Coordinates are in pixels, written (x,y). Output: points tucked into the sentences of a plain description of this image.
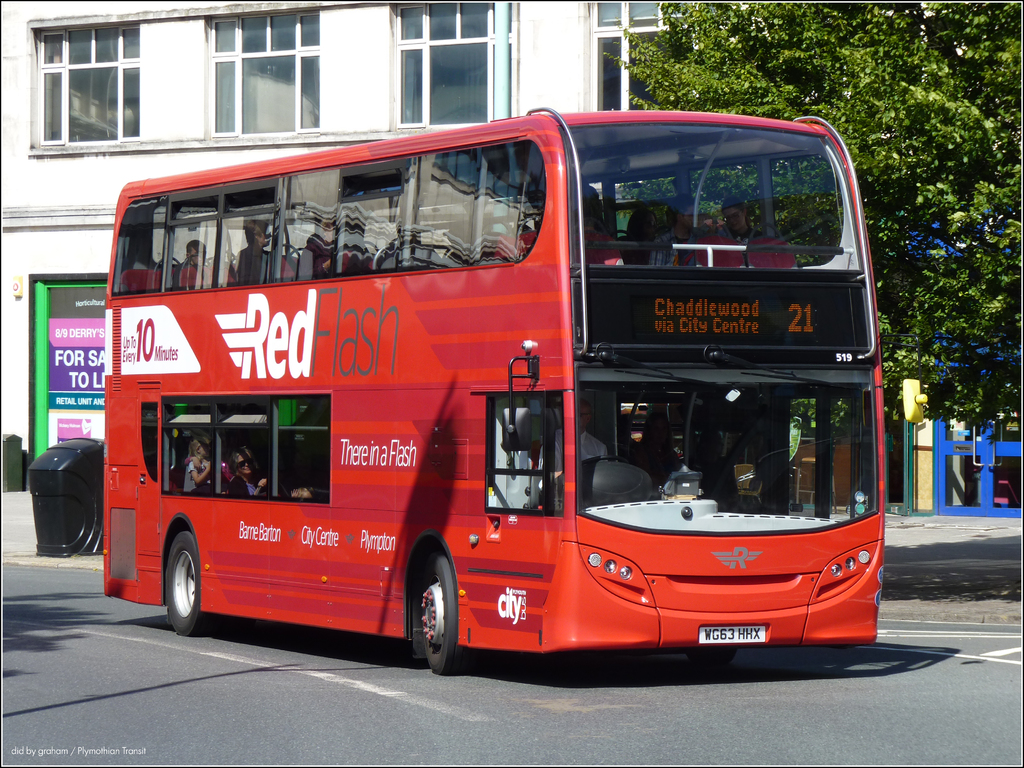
In this image in the center (415,431) there is a bus (332,417) which is red in colour with some text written on it and there are persons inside the bus (562,388). In the background (905,107) there is a tree (914,128) and there is a building (279,67) and in front of the building (101,271) there is a board (77,361) with some text (75,375) written on it and there is a bin (59,526) which is black in colour. On the right side (958,459) there are doors (942,471) which are blue and green in colour.
